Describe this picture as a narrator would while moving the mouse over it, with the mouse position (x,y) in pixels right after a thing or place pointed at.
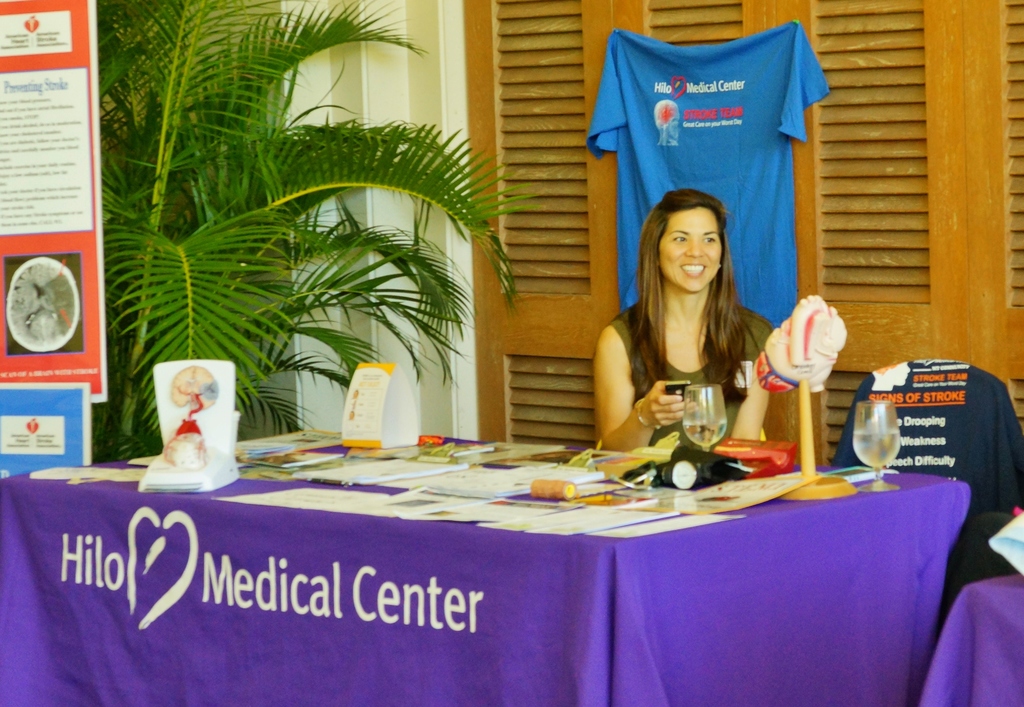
in the picture there was woman (697,316) sitting on the chair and having a table (646,503) in front of her, there were many labels (617,513), books (601,519) in front of her on table (634,504), there was a shirt (632,166) hanging, here we can see a plant (230,152) near to the table (412,472).
